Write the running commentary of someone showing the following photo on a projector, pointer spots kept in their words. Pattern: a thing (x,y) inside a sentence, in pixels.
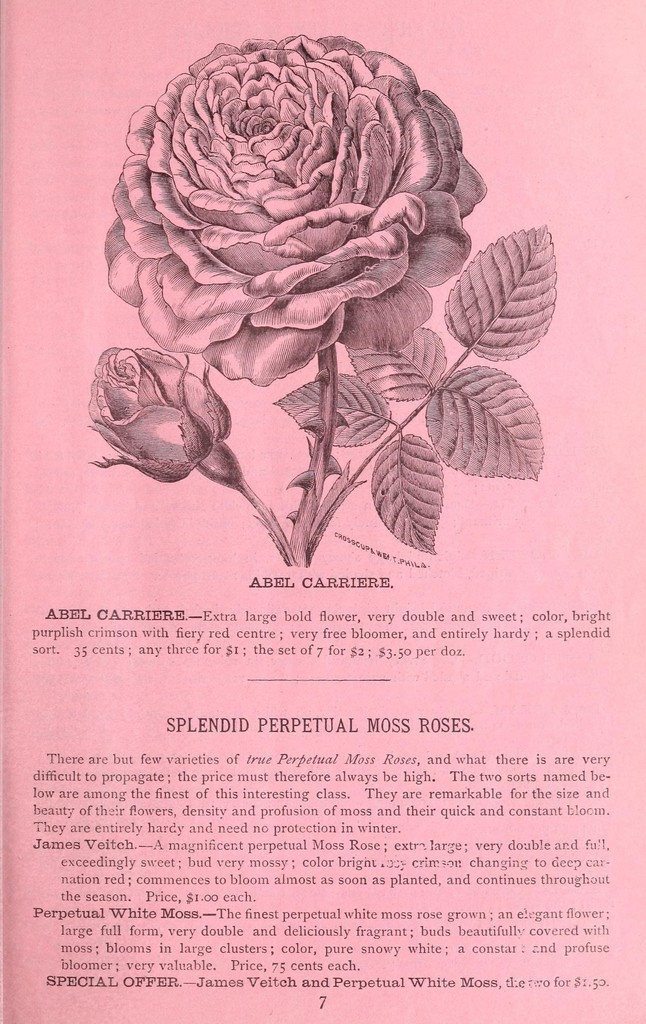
In the image on the paper (213,735) there is text (358,654). And also there is an image (313,487) of a stem (317,495) with flower (329,328), bud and also there are thorns (317,430) and leaves (310,407).
